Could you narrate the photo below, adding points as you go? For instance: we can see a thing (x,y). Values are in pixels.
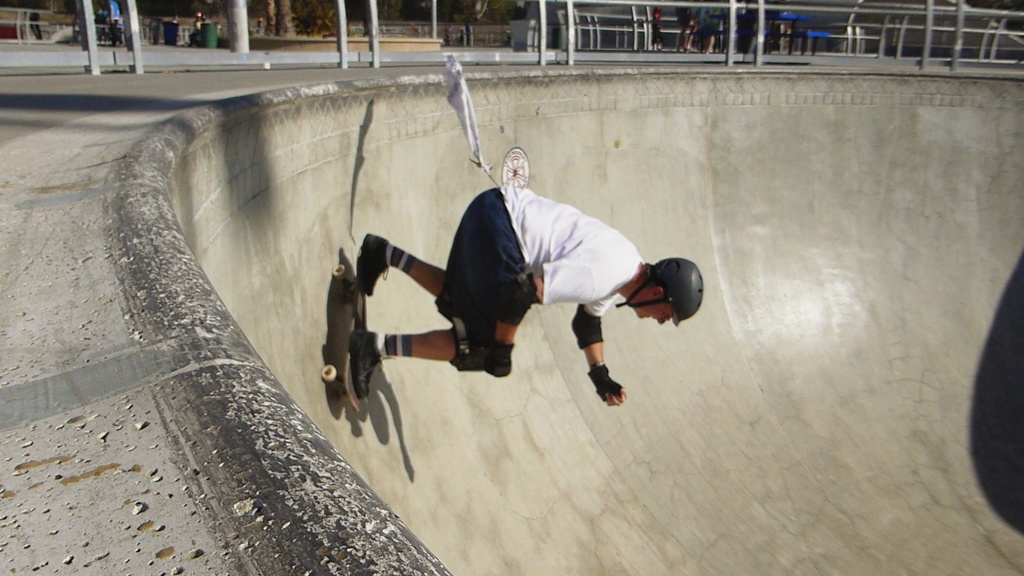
In this image a man (523,308) with skating board (361,317), skating in a skating park (477,186), around the park (172,74) there is fencing (976,32).
